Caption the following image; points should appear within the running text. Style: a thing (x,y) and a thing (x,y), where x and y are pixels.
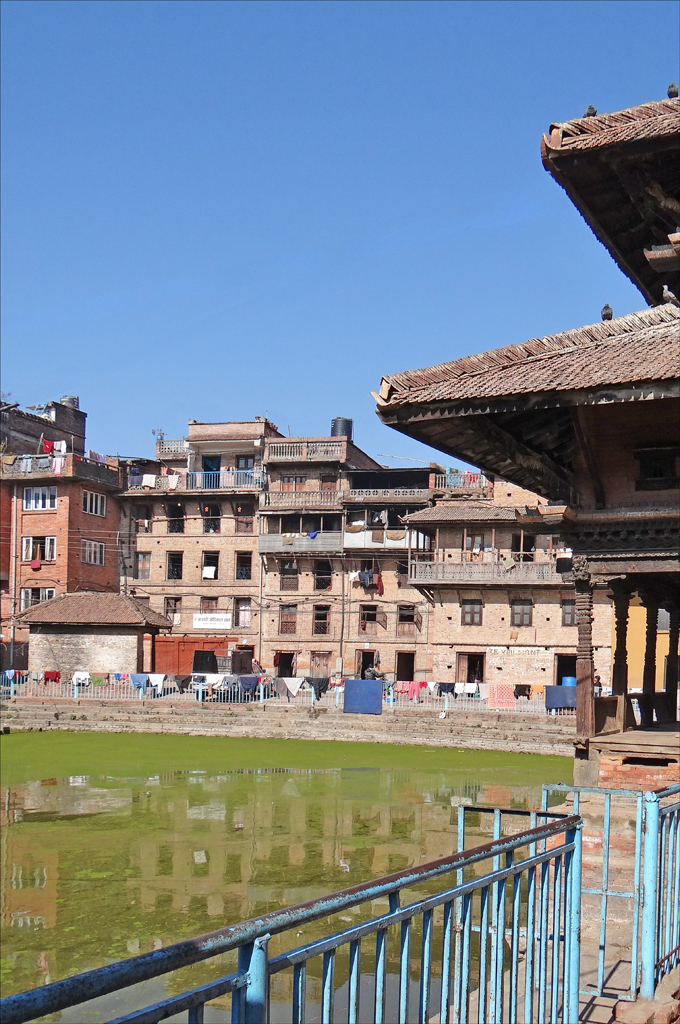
In the picture we can see water (28,954) around it, we can see the steps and house buildings (69,657) with windows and we can also see a railing (575,971) near the steps (433,735) and in the background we can see a sky (282,407).
